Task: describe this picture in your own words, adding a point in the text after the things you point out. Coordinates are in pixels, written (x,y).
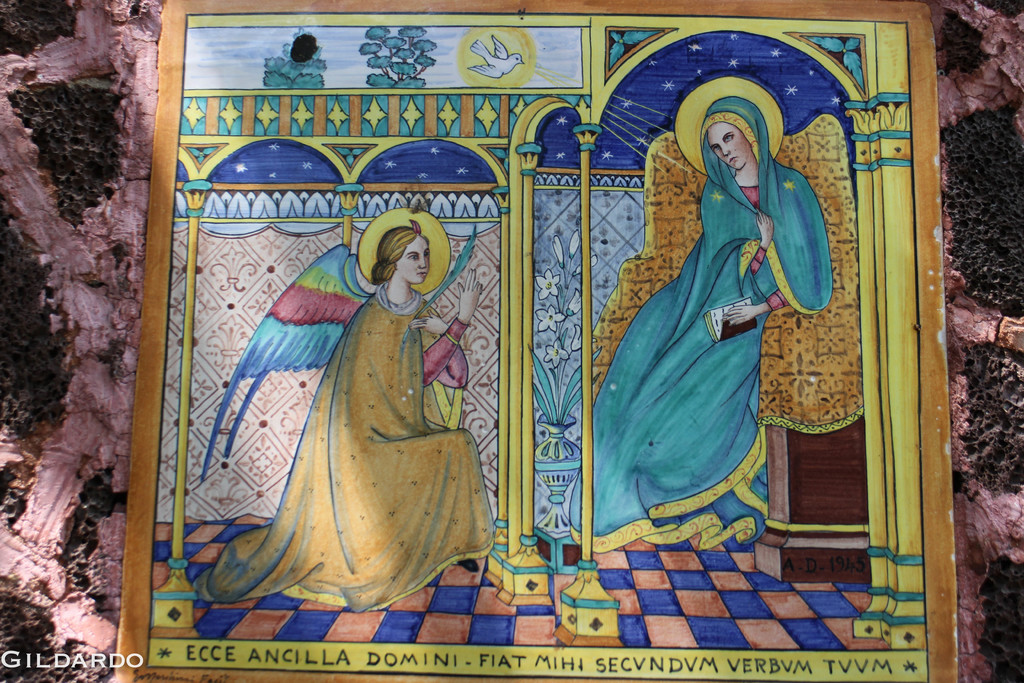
This image consists of a frame (306,211). In which there are pictures (321,276) of two women (598,407). It is on the wall (22,274).
